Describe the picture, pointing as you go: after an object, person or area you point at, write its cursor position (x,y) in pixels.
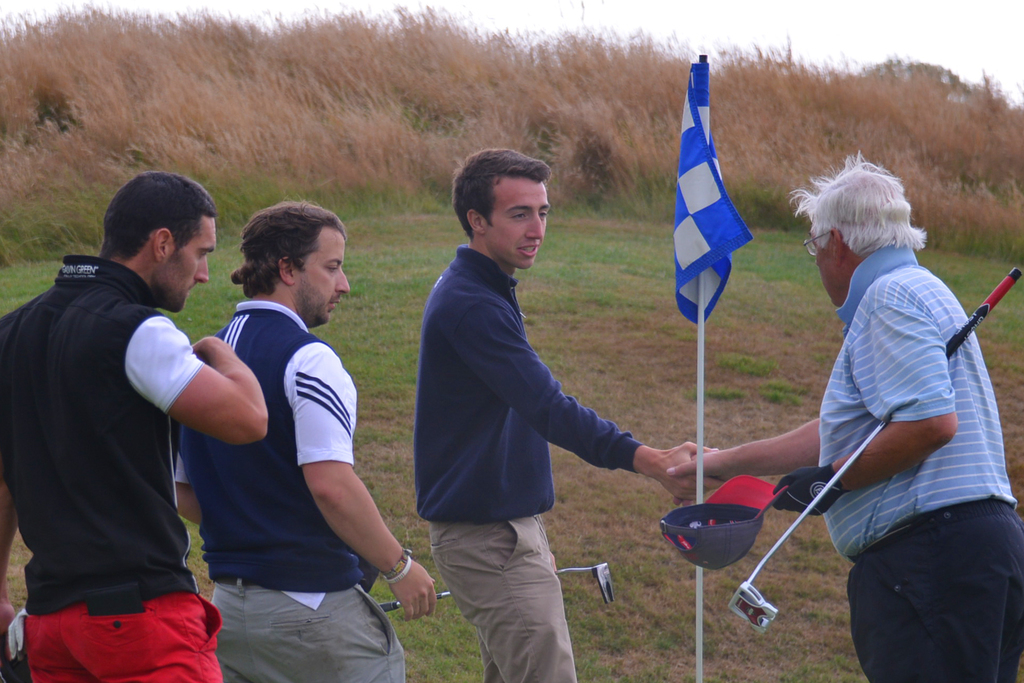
In this picture, we see four men (273,340) are standing. The man (901,294) on the right side (911,307) is holding a stick (745,592) and a cap (692,507) in his hand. He is shaking his hand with the man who is wearing the blue T-shirt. Beside them, we see a flag pole (697,660) and a flag (712,242) in white and blue color. At the bottom (637,628), we see the grass (678,629). There are trees (351,90) in the background (167,74). At the top (818,15), we see the sky (816,30).
